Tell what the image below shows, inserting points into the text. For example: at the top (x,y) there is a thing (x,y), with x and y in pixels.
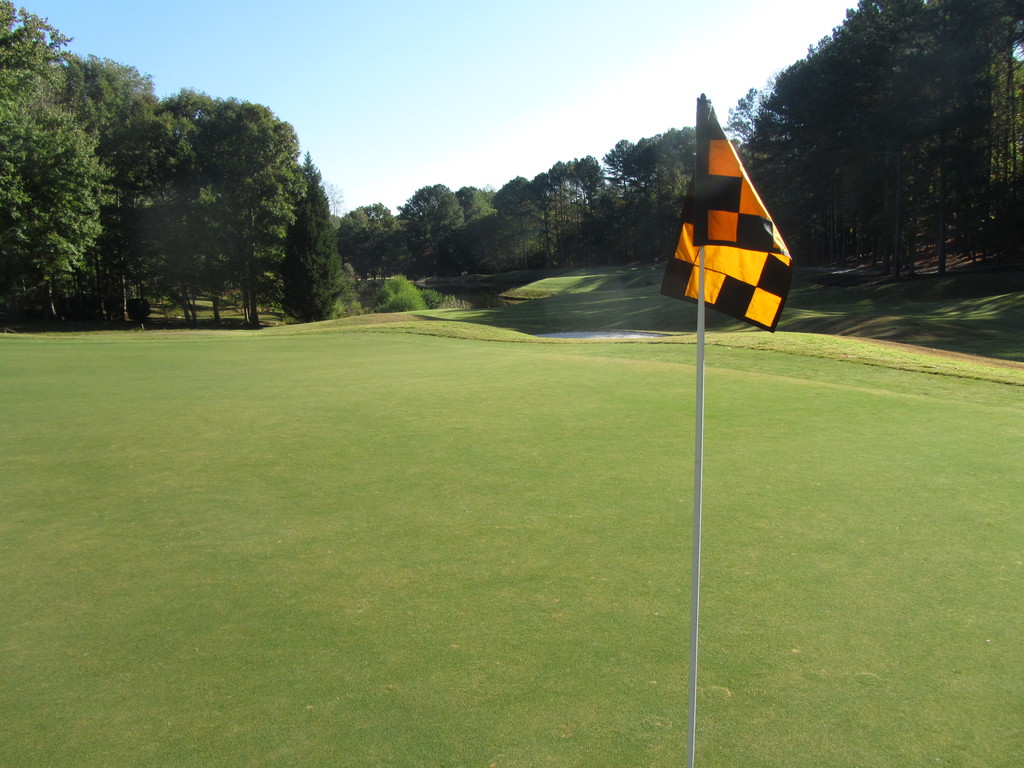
There is one flag (700,410) in a grassy land (399,341) as we can see at the bottom of this image (589,587). There are some trees (537,255) in the background (592,252). There is a sky (447,98) at the top of this image (457,81).
